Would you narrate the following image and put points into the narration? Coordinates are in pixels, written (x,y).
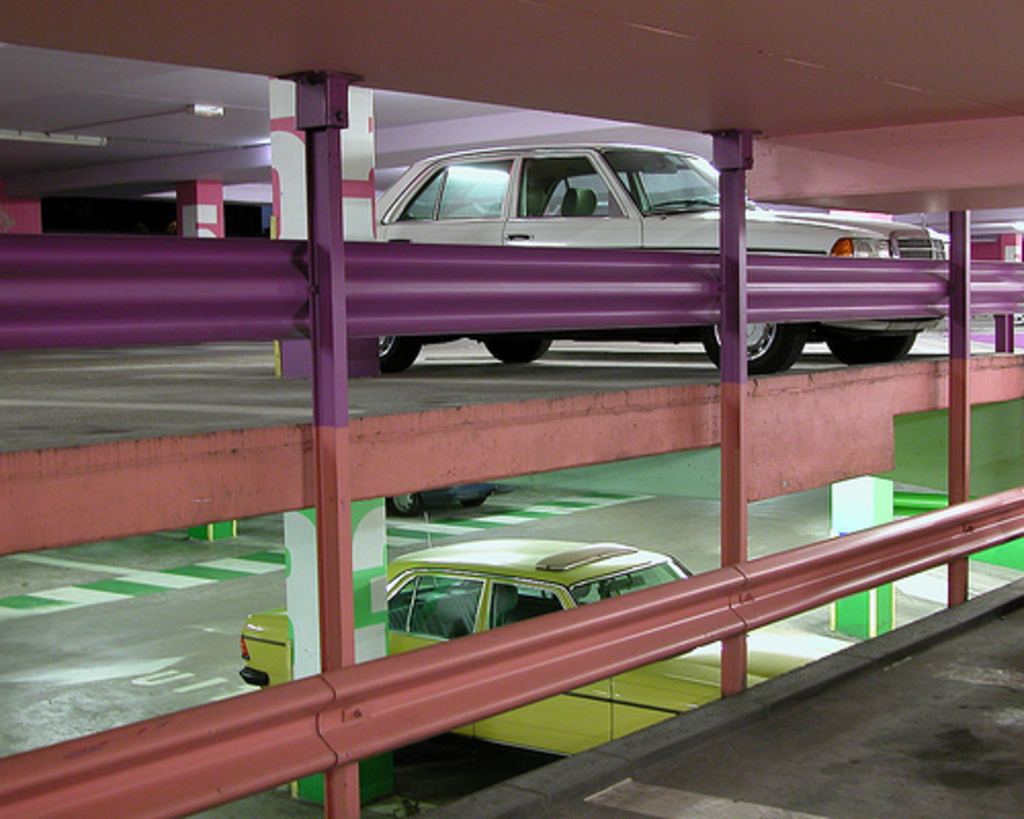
In this picture there is a white car (701,176) which is parked on this floor (595,374). At the bottom (628,565) I can see the yellow color car (498,726) which is parked near to the pillars (863,619). In the center (398,323) I can see the fencing (250,735). In the top left corner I can see the tube light (1,135) which is placed on the roof (140,106).
